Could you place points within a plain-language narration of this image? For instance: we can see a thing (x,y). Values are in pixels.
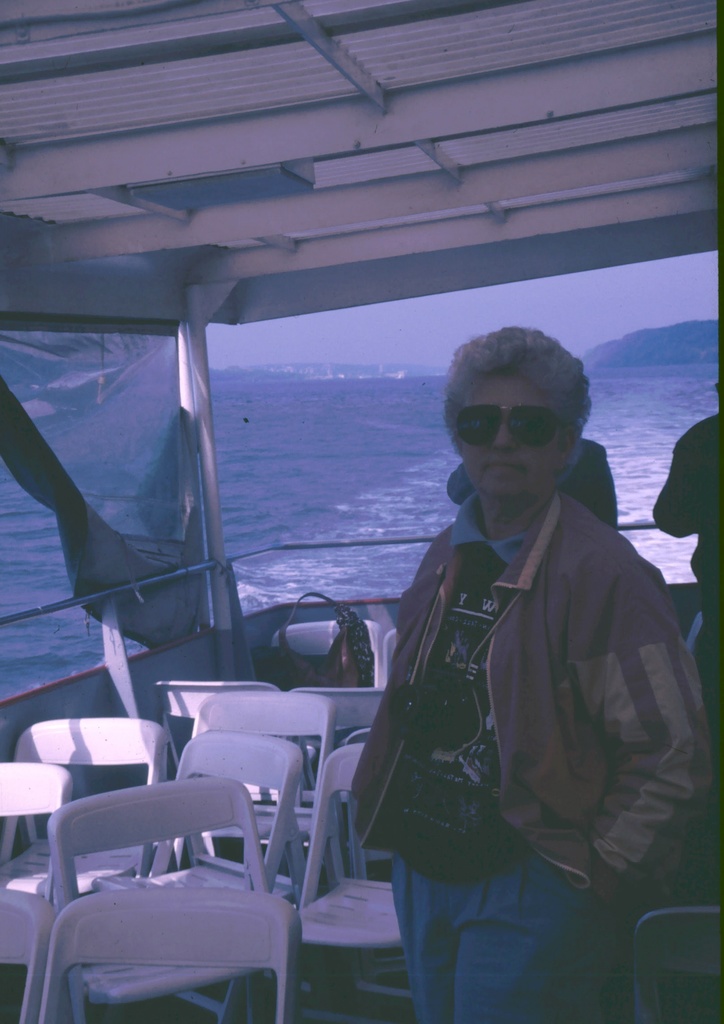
In this image I can see few people (513,764) and number of chairs (334,770). In the background (390,433) I can see water (318,459).
